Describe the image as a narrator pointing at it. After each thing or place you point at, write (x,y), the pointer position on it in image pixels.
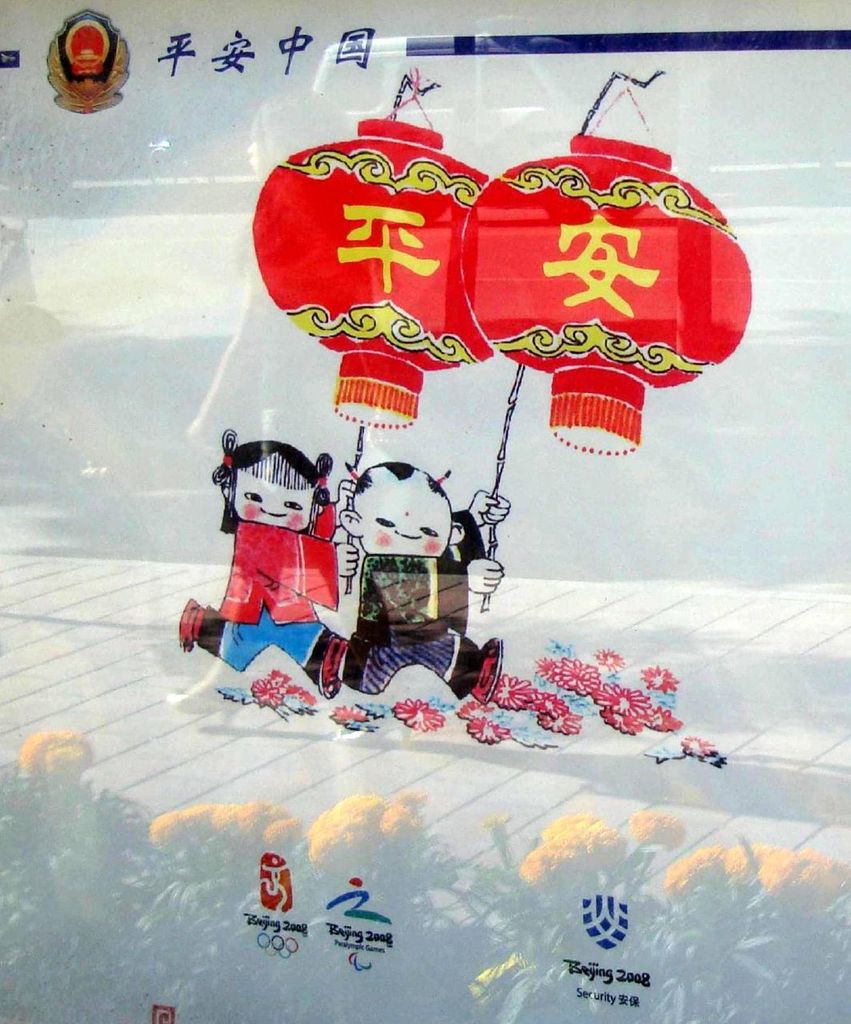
In the image, on a glass (397,530) there is some painting (709,355) is done and on the glass (136,132) the pictures of a vehicle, two people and a platform (79,660) and some beautiful plants (687,927) with flowers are being reflected.
